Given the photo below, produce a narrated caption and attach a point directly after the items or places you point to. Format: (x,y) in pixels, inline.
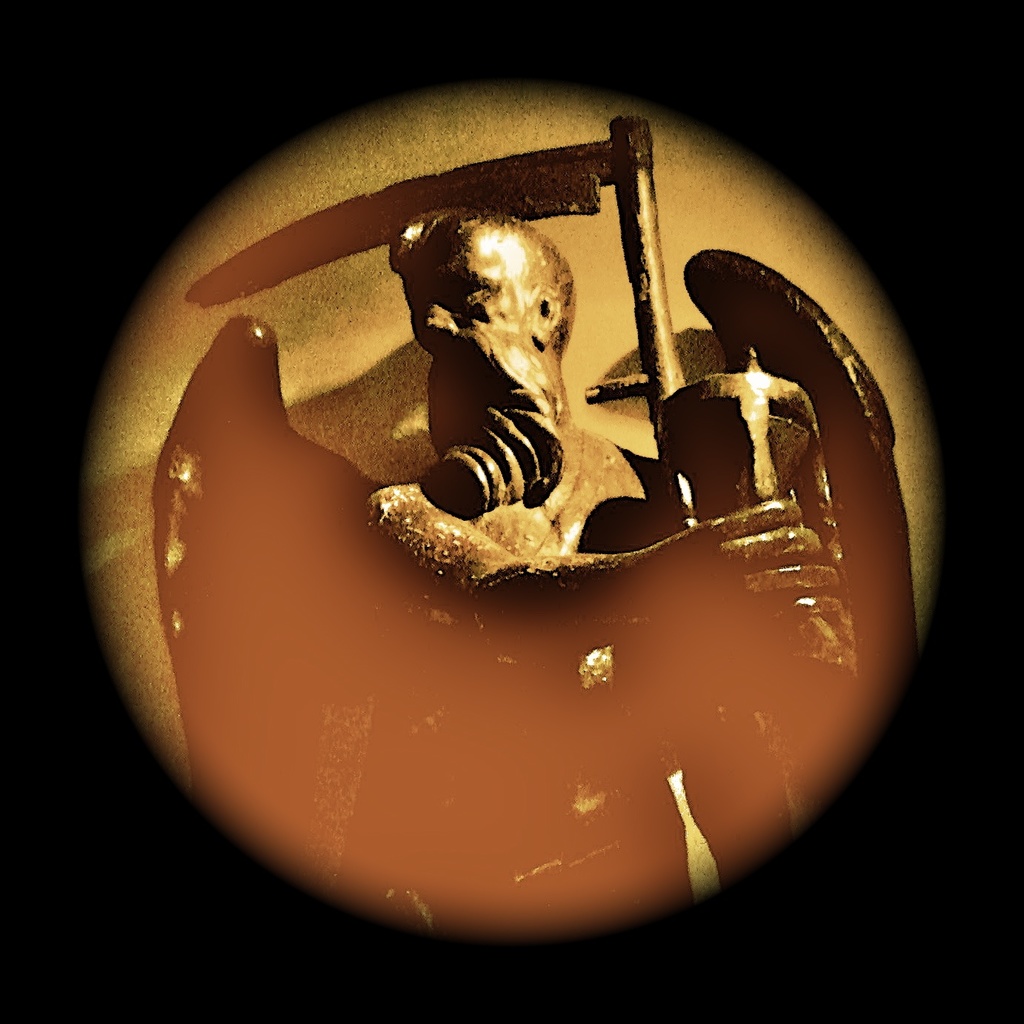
In the picture we can see a painting (334,785) of a sculpture (501,773) of a man (475,778) holding a weapon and he is with wings (296,676).
